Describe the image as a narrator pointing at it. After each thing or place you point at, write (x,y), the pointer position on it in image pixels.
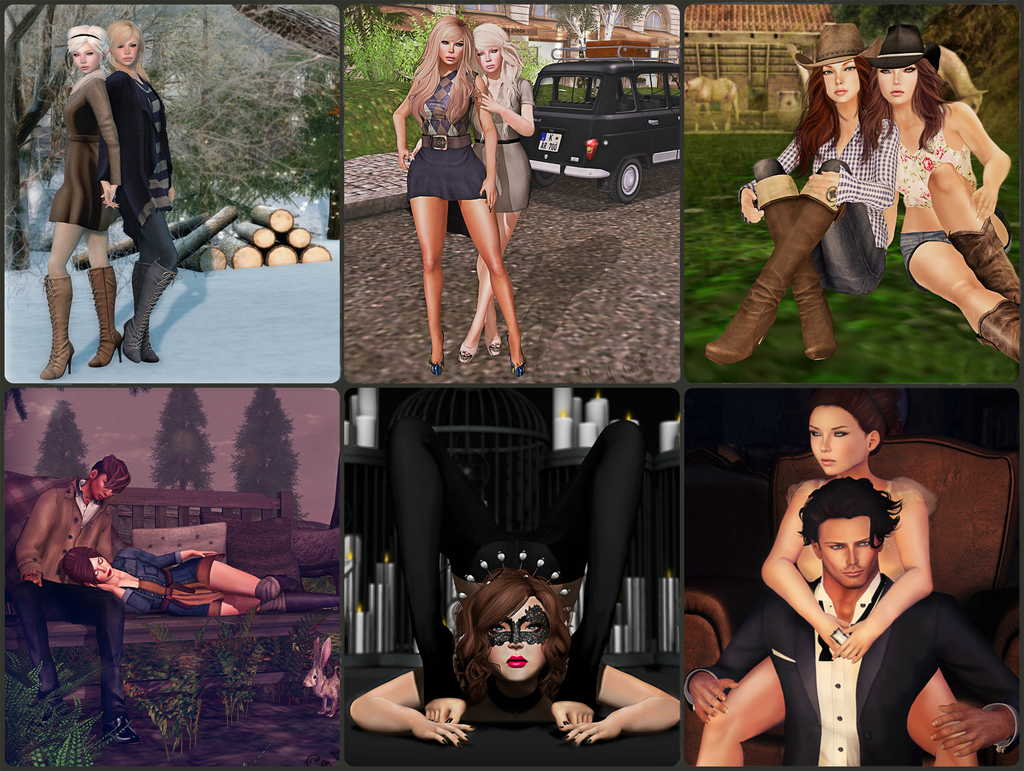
In this picture we can see animated collage frames. On the top (943,197) there are two women (913,225) who are sitting on the grass (897,284). Behind them we can see horse (703,97) under the hut (779,65). Here we can see two women (510,143) who are standing on the road (568,264), behind them car (566,145). Here we can see grass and building (547,18). On the top left (145,127) there are two women (149,184) was standing on the snow (246,310). Here we can see trees (264,122) and plants (247,143). On the bottom (91,542) there is a man (80,532) who is a sitting on the bench (271,628) and a woman (231,597) who is lying on his leg (94,606). On the bottom right (1005,551) there are two person (874,623) sitting on the chair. Here we can see a woman (601,591) who is wearing black dress (595,665).
